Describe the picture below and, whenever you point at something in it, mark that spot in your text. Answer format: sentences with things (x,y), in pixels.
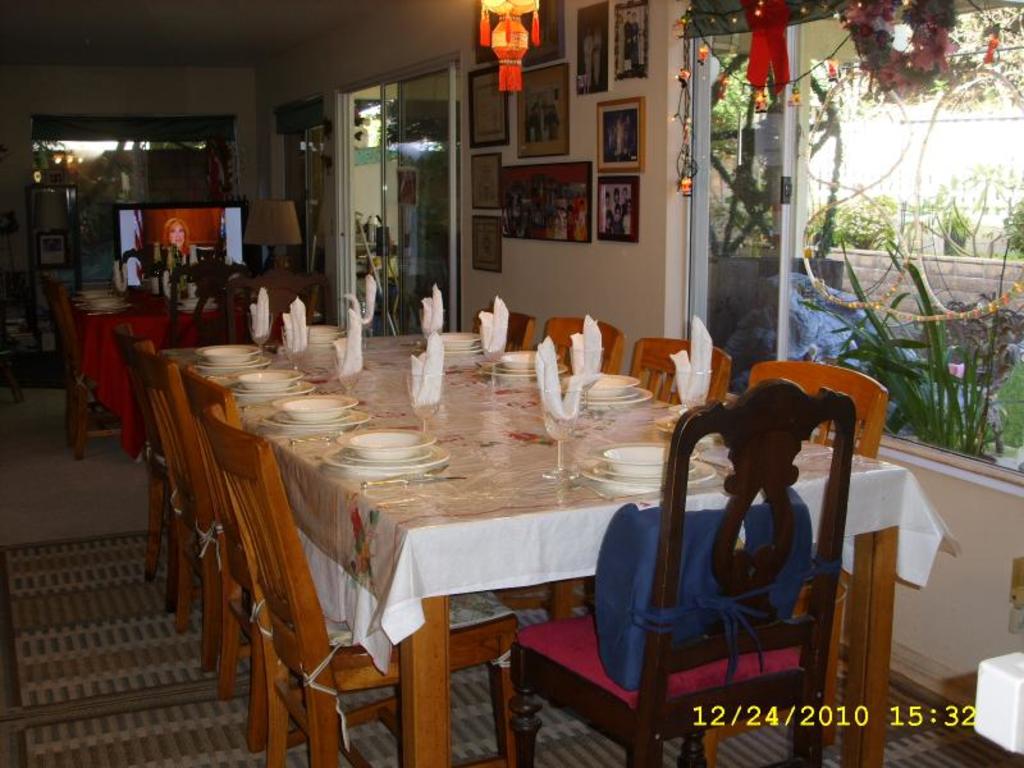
In this image there are tables (404,558) and chairs (658,561). We can see plates (435,452), bowls (374,437), glasses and napkins (291,325) placed on the table (528,555). In the background (630,243) there is a wall (566,259) and we can see photo frames (537,136) placed on the wall (612,96). There is a window (854,333) and we can see a door (405,194). On the left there is a television (230,230) and a lamp (281,258). At the bottom (170,696) there is a floor mat (224,716) and we can see plants (875,361) through the window glass (940,274). There are decors (867,14).
